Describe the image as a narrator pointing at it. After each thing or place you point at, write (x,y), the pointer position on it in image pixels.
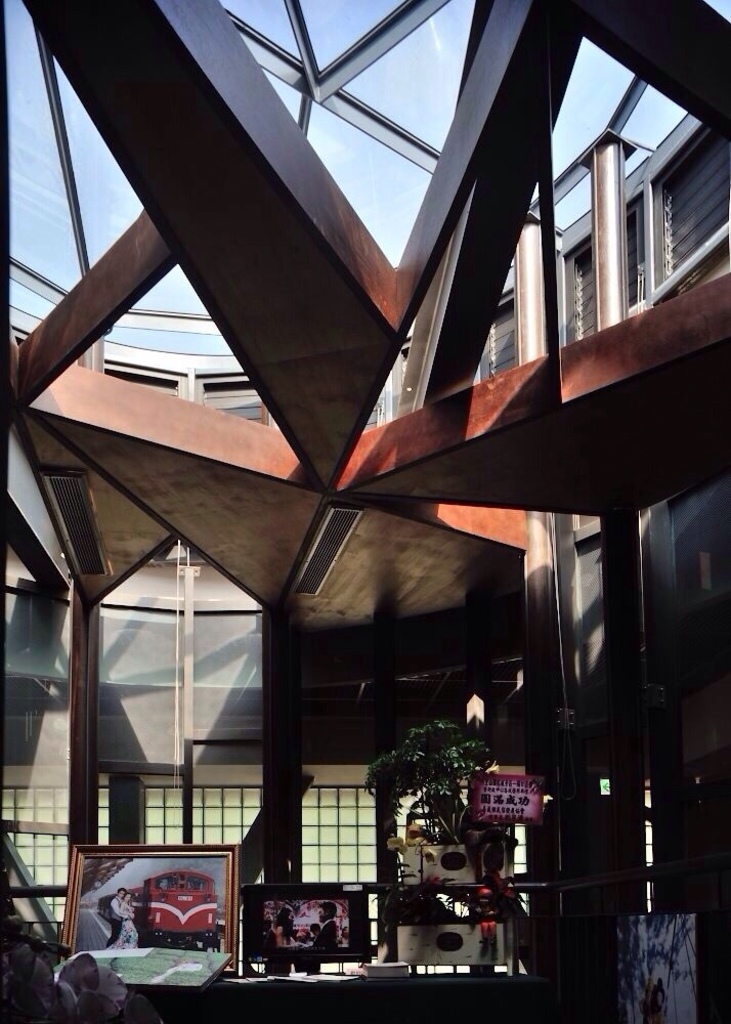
In this image at the bottom (300,931) there are some photo frames (323,915), plant (435,919) and some objects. In the background (253,764) there is a glass window (236,797), and at the top (112,196) there are some poles (665,324) and a glass ceiling (121,328).
